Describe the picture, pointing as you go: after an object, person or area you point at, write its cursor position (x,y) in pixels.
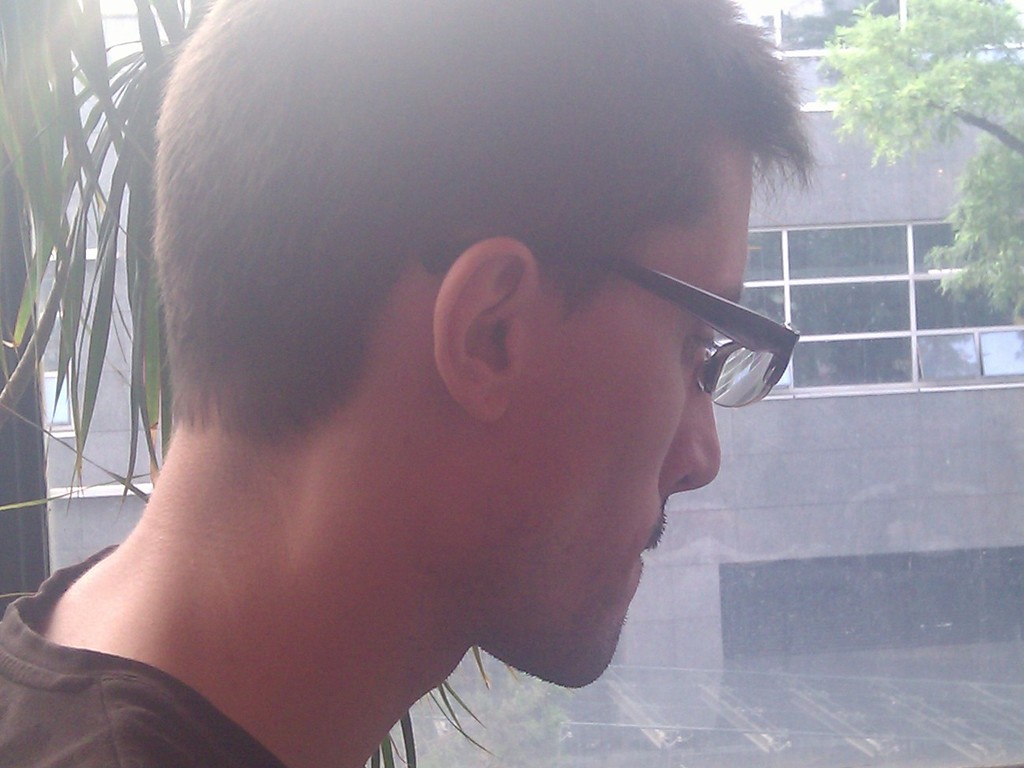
In this image we can see a person (586,106) wearing T-shirt (17,763) and spectacles (747,393) is here. In the background (947,616), we can see the building (953,604) with glass windows (806,370) and trees (1010,132).
